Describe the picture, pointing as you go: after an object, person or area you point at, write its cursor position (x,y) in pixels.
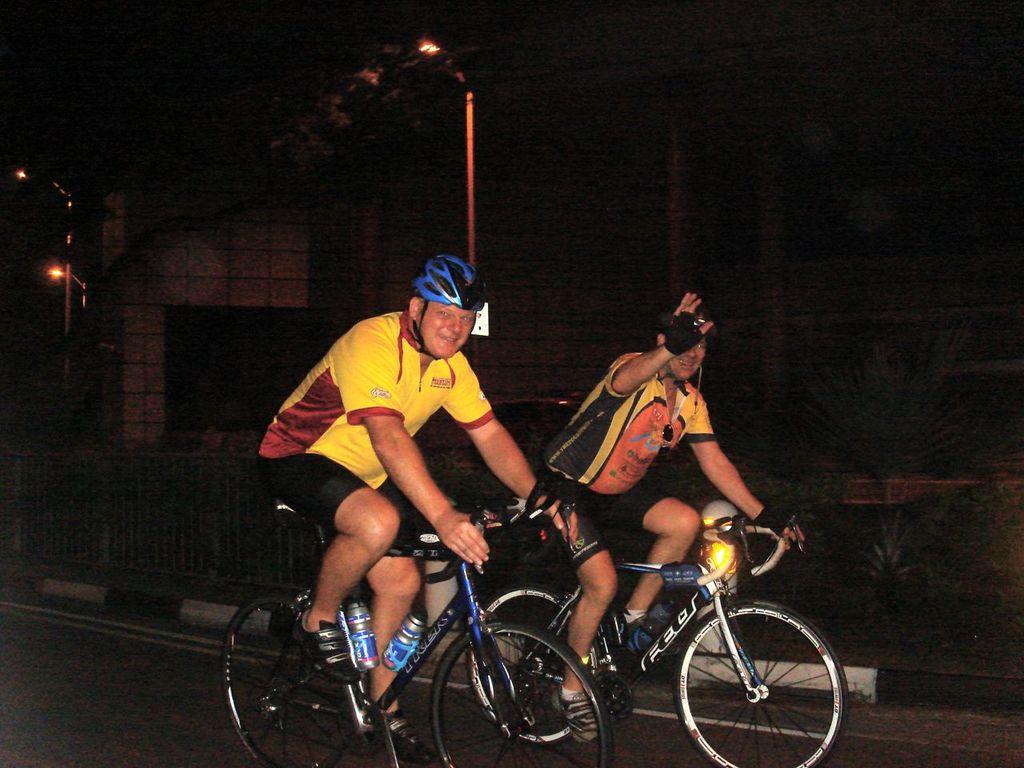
In this image in front (941,728) there are two people (572,517) cycling on the road (147,747). Behind them there is a metal fence (253,517). There are plants (873,535). In the background of the image (553,261) there are buildings (224,252), street lights (474,221).
